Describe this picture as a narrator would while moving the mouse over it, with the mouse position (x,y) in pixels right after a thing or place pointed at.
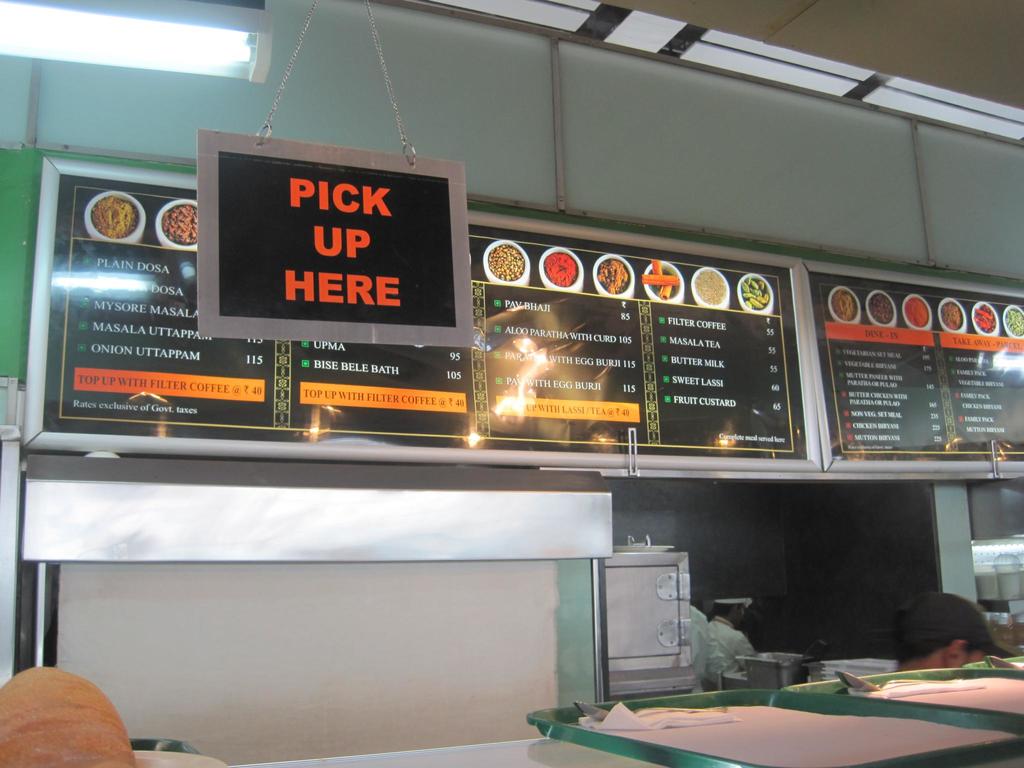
This is table (529,765). On the table (515,751) there are trays (999,707), tissue papers (628,721), and spoons (867,682). There are persons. In the background (997,441) we can see bowls (674,264), boards (690,367), and light (156,48).
